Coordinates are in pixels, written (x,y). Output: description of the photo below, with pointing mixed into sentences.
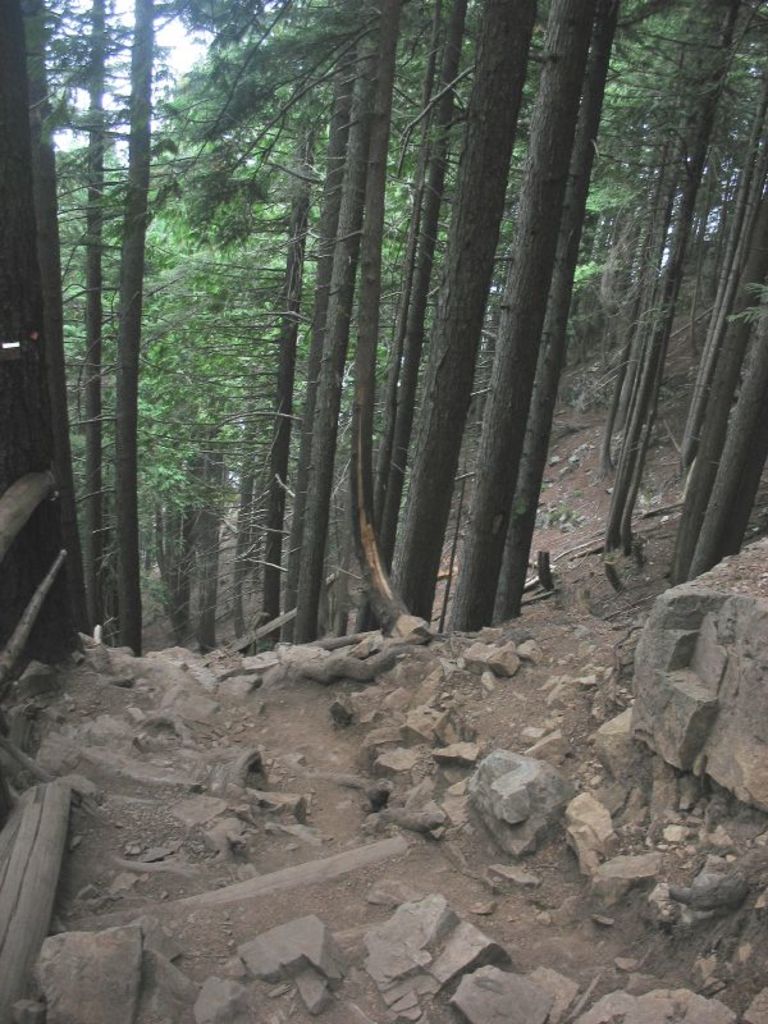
In this image at the bottom (470,775) there is sand (547,718) and some rocks (485,795) and wooden sticks (38,854), and in the background (69,351) there are a group of trees (495,412) and on the left side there is a wooden board (32,825).
